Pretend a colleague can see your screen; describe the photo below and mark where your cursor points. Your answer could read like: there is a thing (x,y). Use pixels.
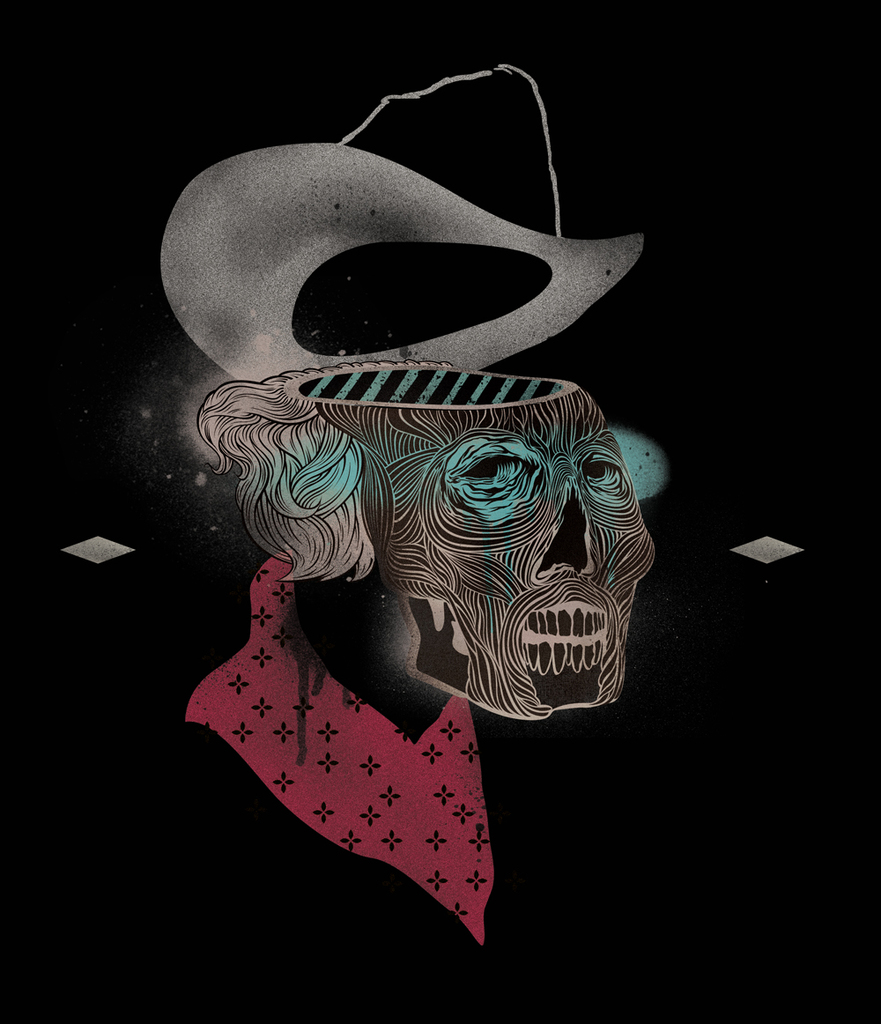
In this picture we can see the drawing (303,535) of a person (352,539) and a hat (372,264). Behind the person (303,708) there is a dark background (96,833).
